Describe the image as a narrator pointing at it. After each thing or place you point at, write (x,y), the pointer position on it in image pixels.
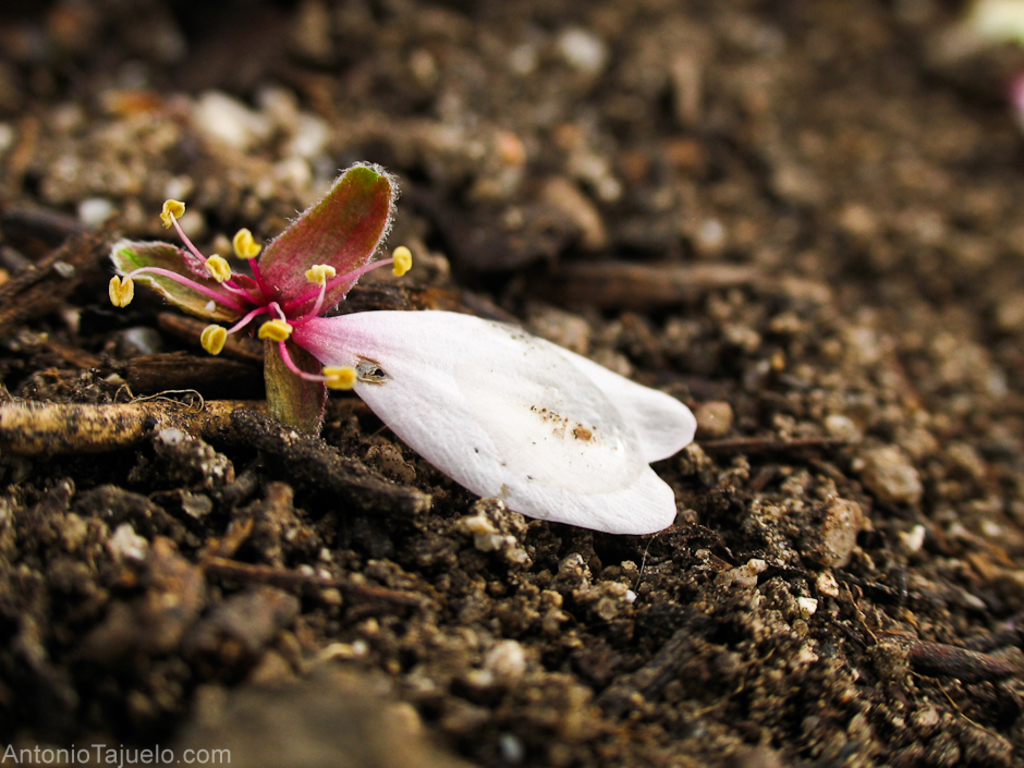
On the left side (286,304), there is a flower (346,329) having white color petal (428,373), pink color styles (214,293) and yellow color anthers (403,261) on the ground (358,416), on which there are sticks (338,479) and stones (273,669). And the background (1021,338) is blurred.
